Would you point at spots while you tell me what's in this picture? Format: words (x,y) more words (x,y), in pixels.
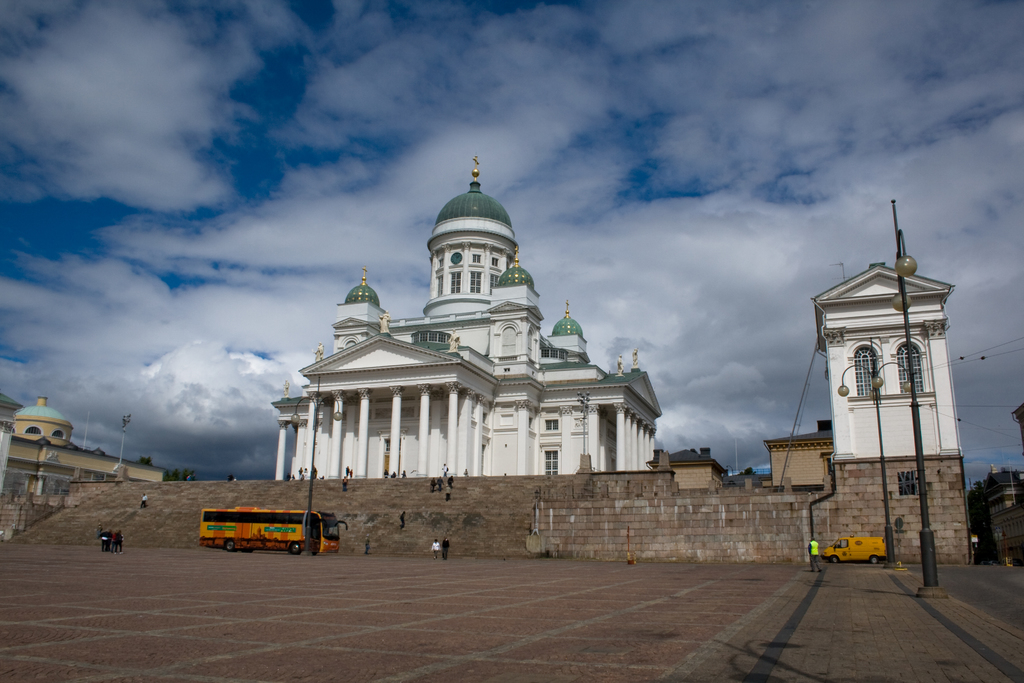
In this image I can see few buildings (348,313), windows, light poles (921,445), stairs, wall (718,515), wires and few people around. I can see the sky (156,10) and few vehicles (293,516) on the road (560,574).
